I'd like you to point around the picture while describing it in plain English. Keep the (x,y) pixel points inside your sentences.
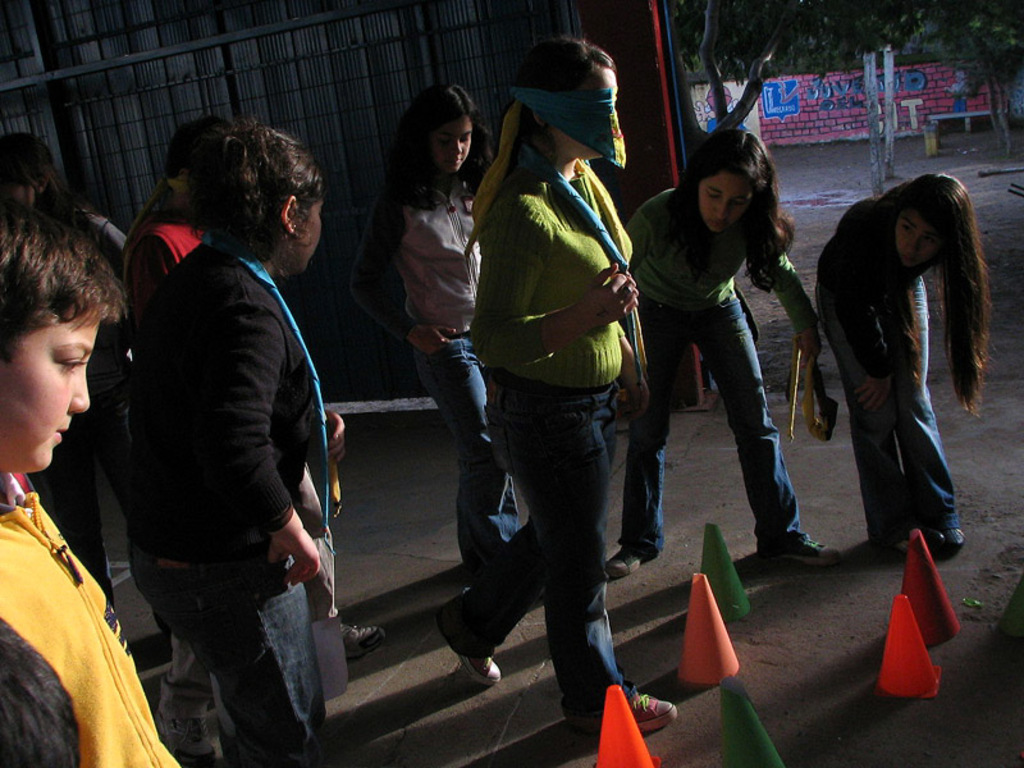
In this image we can women (233,441) standing on the floor (615,593) and one of them is blindfolded. In the background (720,104) we can see trees (815,44), walls (800,103) with paintings (793,117) and mesh gates (70,98).
